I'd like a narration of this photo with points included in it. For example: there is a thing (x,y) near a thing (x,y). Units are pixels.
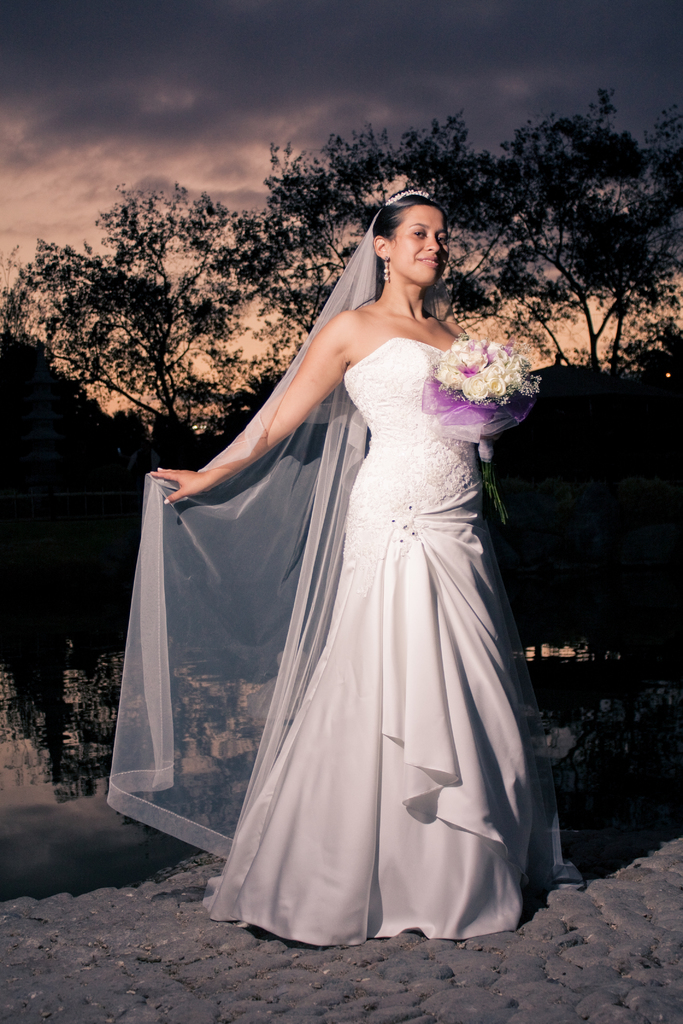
In this image there is a woman (324,746) wearing white color frock (461,473) and holding white color flower bouquet (464,387). There is a road (339,1011). There are trees (284,361) in the background (2,350). The sky (262,108) is dark.
